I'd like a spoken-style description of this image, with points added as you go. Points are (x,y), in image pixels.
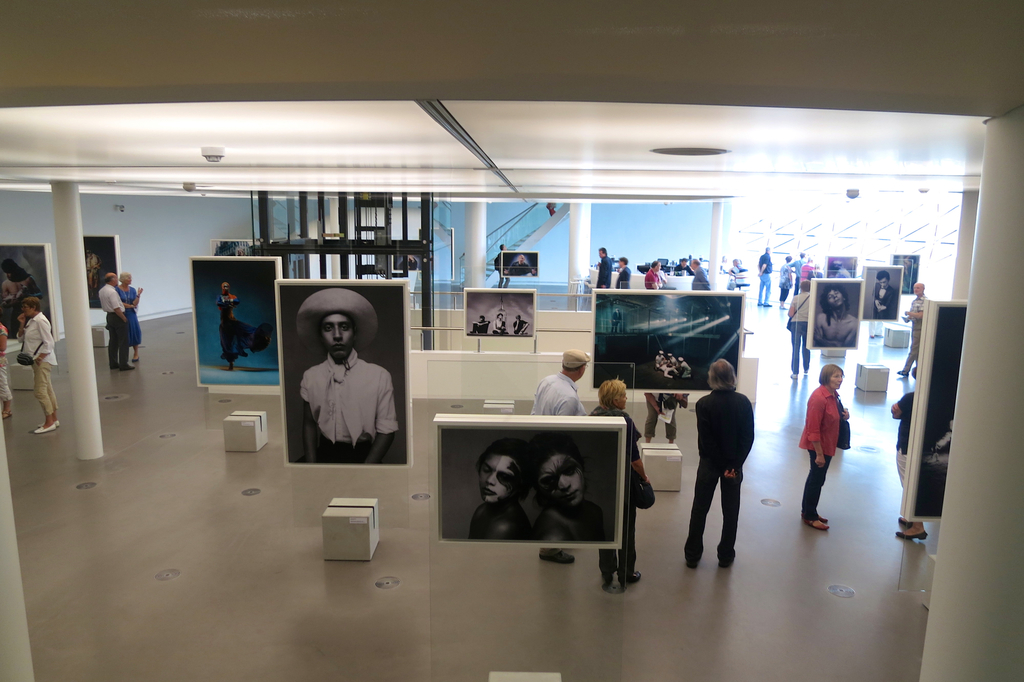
In this picture we can see photo gallery (420,397) where many people (827,373) are standing and seeing to the photograph (863,300). The roof (545,162) and pillars (76,286) are in white color. The floor (394,587) is in light brown color.
